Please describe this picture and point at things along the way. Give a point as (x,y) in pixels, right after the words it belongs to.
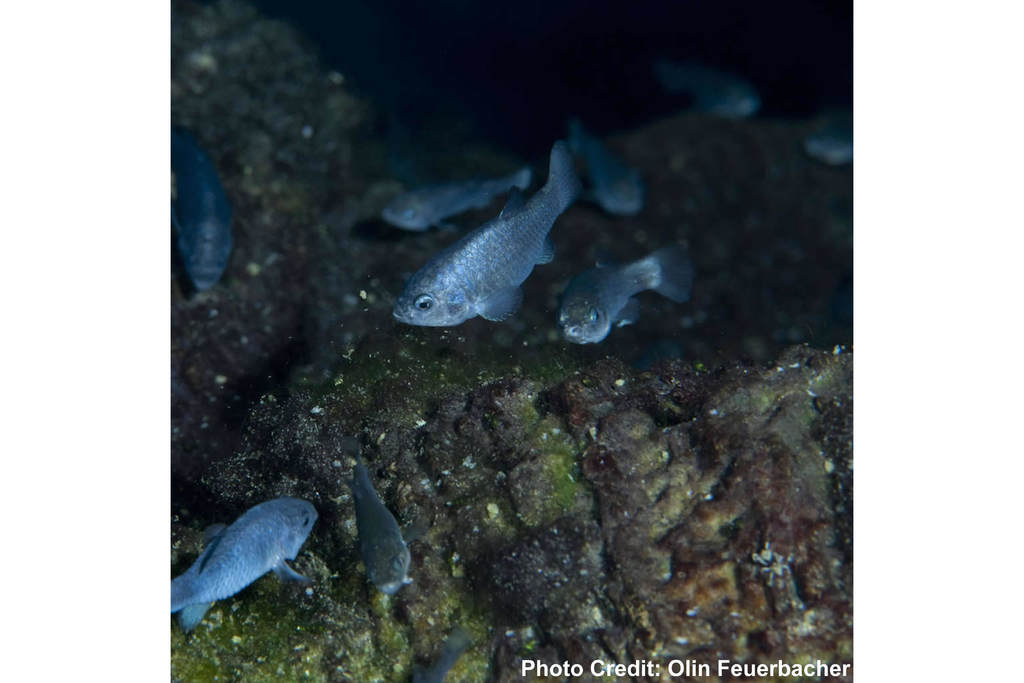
In this image, we can see fishes (749,107) in the water (742,70). There is a text (684,663) in the bottom right of the image (745,669).
